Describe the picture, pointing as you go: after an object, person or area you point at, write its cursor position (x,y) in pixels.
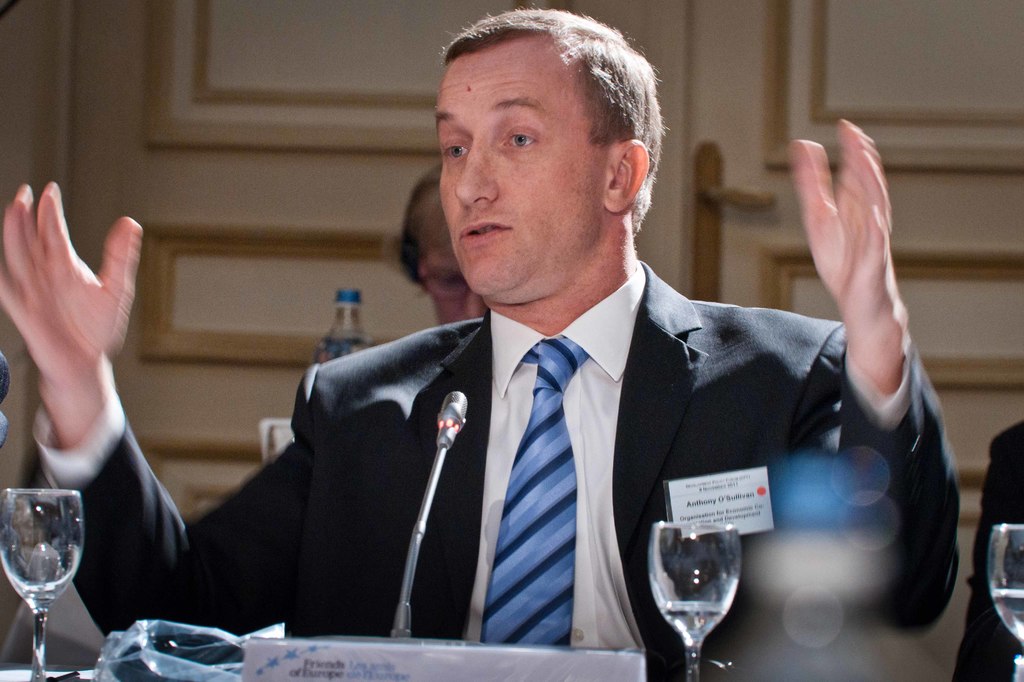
In this image we can see a man (758,361) wearing a suit (625,515) and there is a mic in front of him and we can see a board (398,661) with the text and there are some other objects (1008,610) and there is a person (450,257) behind the man (467,261).
